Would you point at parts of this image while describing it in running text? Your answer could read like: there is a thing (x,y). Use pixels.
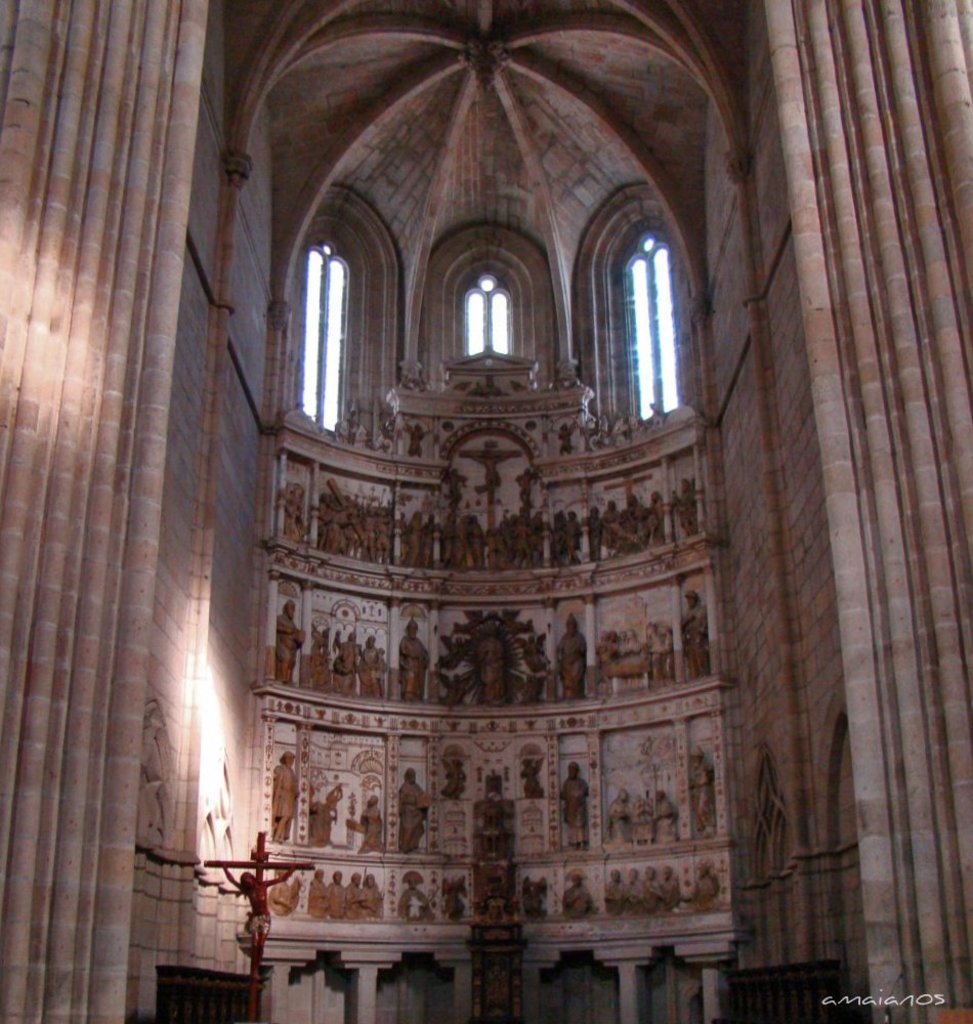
In the foreground (141,411) I can see a wall (553,844) and sculptures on it and windows (639,382). At the bottom right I can see a text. This image is taken in a church (284,957).
